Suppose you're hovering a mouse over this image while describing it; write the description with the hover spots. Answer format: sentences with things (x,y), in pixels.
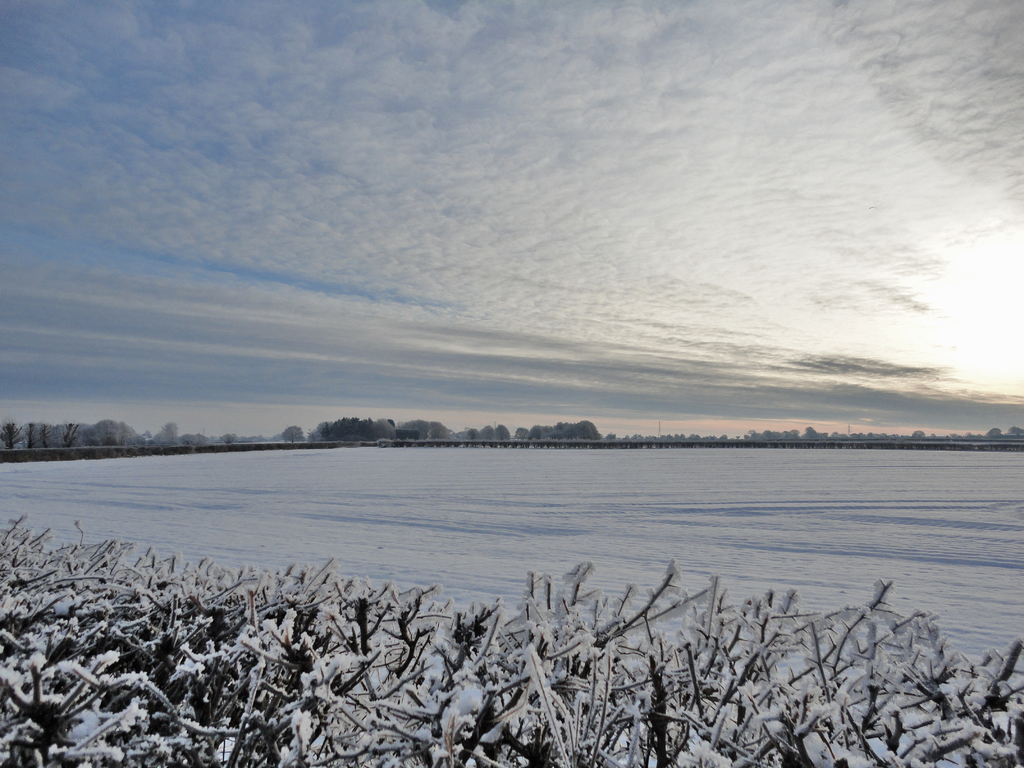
In the image we can see there are plants (59,687) covered with snow (135,679) and there is a field (775,490) covered with snow (790,487). Behind there are trees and background of the image is little blurred. There is a cloudy sky (499,239).
